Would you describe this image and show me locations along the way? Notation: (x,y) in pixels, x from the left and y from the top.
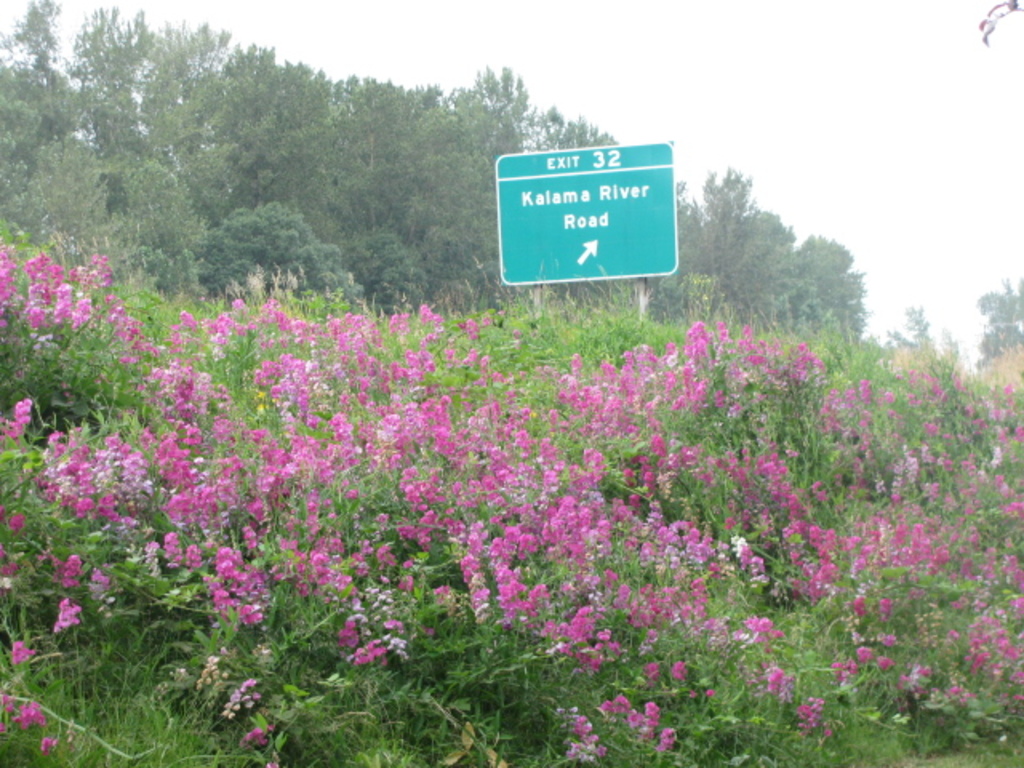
In this image, we can see trees (293,198) and plants (497,604), there are flowers (386,462) which are in pink color and there is a sign board (623,209).
